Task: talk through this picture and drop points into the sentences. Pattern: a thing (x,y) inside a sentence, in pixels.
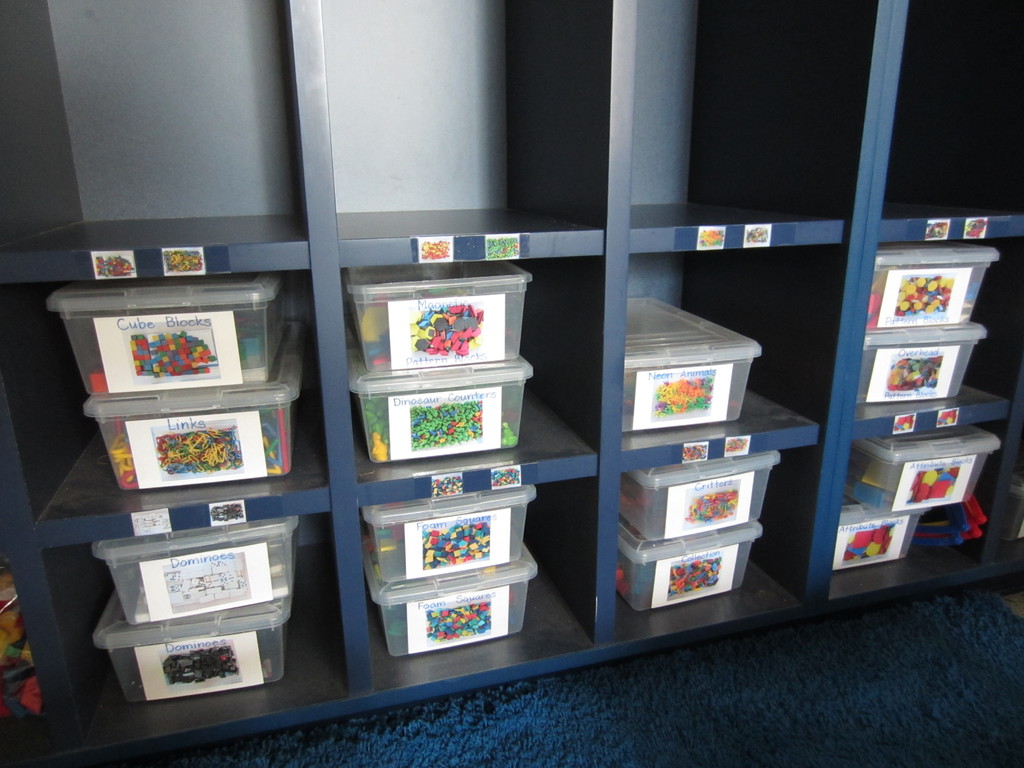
In this image we can see some boxes (236,387) placed in the racks (525,628) and on the boxes (264,332) we can see some papers (450,562) attached. In the papers (705,492) there is text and also images (469,549). At the bottom (727,706) there is a blue color mat (692,710).
